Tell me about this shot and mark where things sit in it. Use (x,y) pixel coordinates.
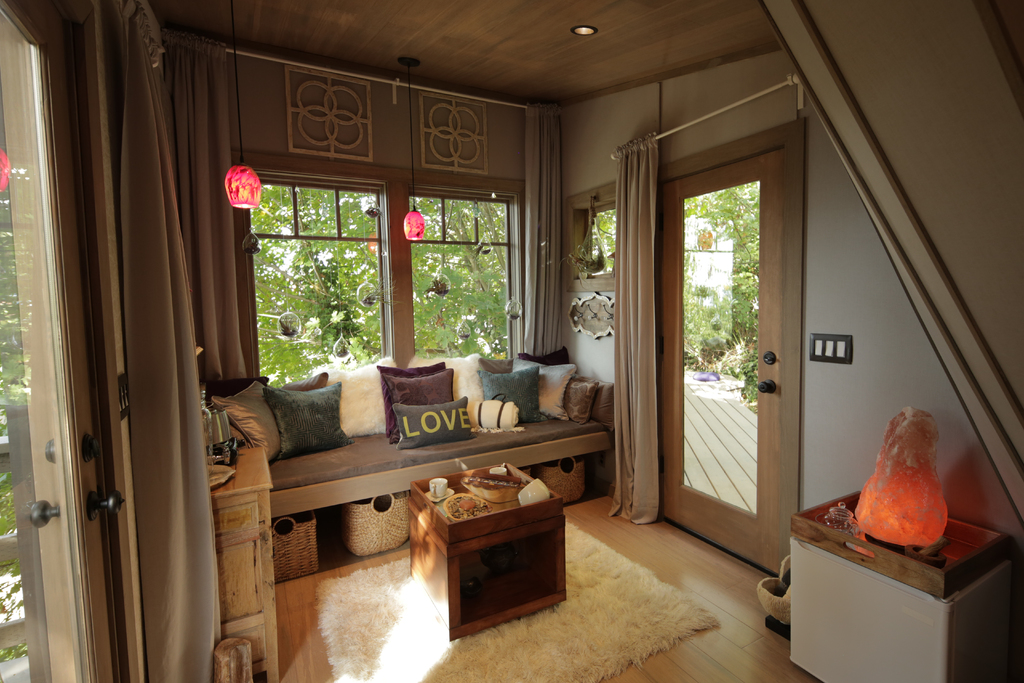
This is a picture in a room (176,602), in this room (249,489) there is a sofa (293,475) on the sofa (341,473) there are the cushions (393,384). In front of the sofa (390,448) there is a tea stand (469,538) on the stand (459,560) there is a cup (440,484) and food items (482,509). On the right side of the sofa (538,430) there is a curtain (647,336) and a glass door (701,349). Background of this sofa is a glass window (297,305) through window (305,297) we can see the trees (317,280). On the floor (691,639) there is a mat (633,634).
